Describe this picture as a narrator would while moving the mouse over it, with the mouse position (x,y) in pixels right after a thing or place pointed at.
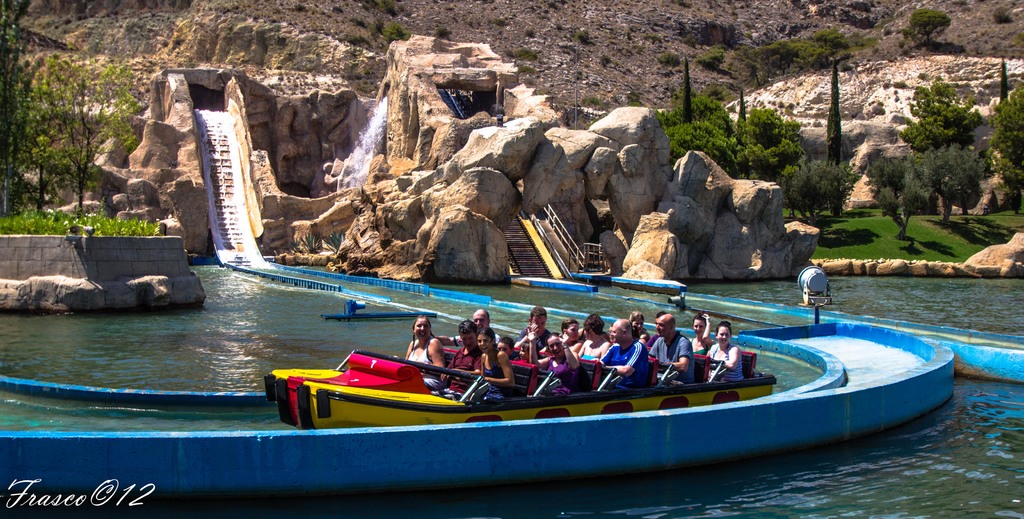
In this image there are a few people (668,341) sitting on a water ride (694,354). Behind them there is a pool (389,293), water slides (247,195), metal rods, some objects (553,234), rocks (688,166) and trees (927,117). At the bottom of the image (117,487) there is some text (94,496).
